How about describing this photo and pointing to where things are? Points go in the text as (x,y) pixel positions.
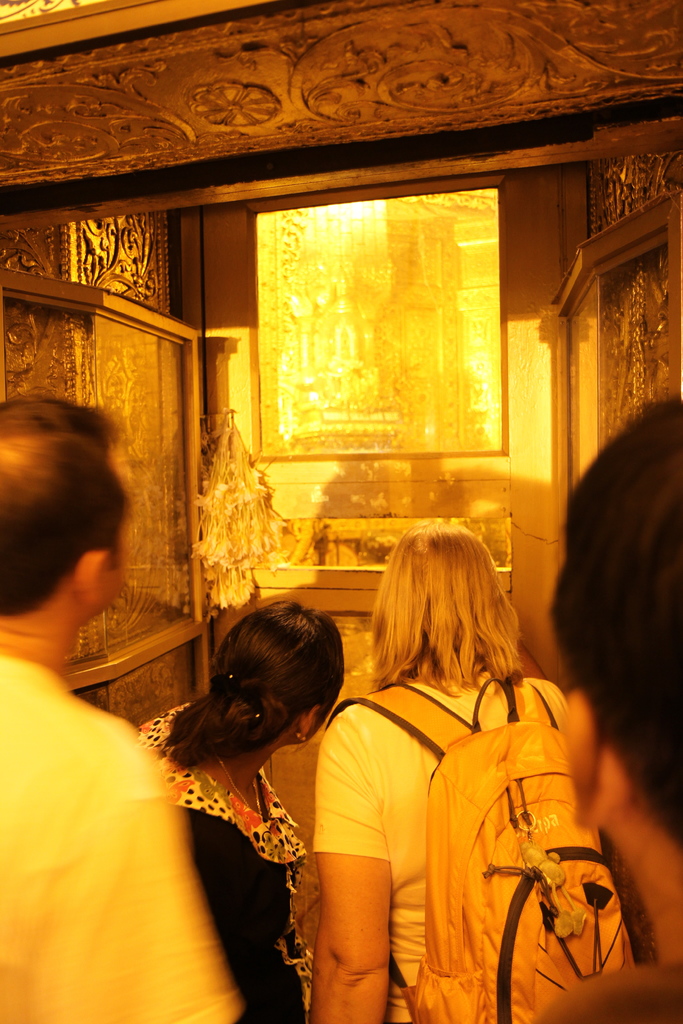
In this image I can see few people (327,893) inside the building (304,933). I can see these people (319,934) are wearing the different color dresses (264,964) and one person (398,794) wearing the bag (499,917). In the background (458,444) I can see the board (319,590).
